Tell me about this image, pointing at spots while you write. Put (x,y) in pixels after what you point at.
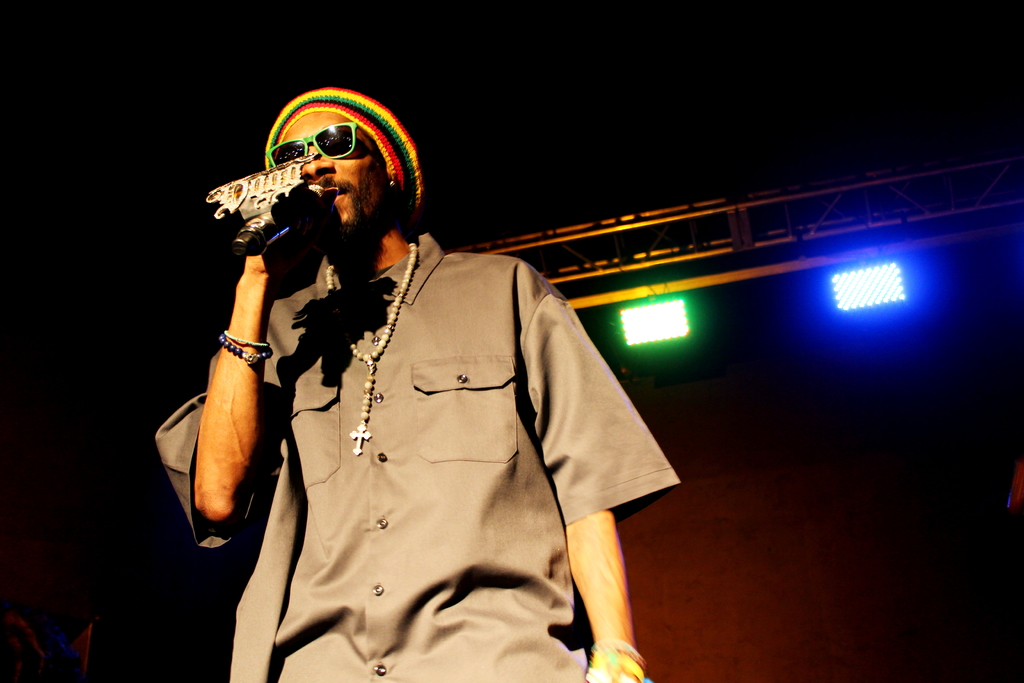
There is a person (363,393) wearing rosary (358,437), specs (346,131), cap (300,107) and bracelets (230,336) is holding a mic (276,236). In the background (664,281) there are lights (624,309) on the stand (676,246).
